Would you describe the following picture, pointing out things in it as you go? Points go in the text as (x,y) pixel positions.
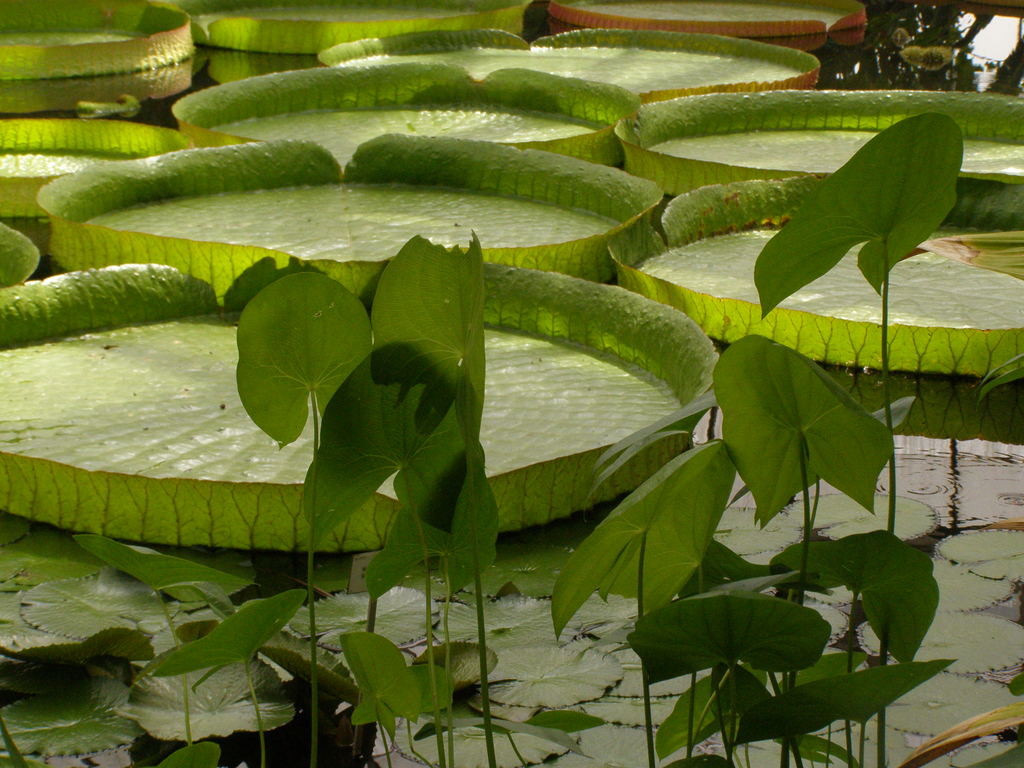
In this image we can see the plants (834,419) and also the leaves (833,271).
